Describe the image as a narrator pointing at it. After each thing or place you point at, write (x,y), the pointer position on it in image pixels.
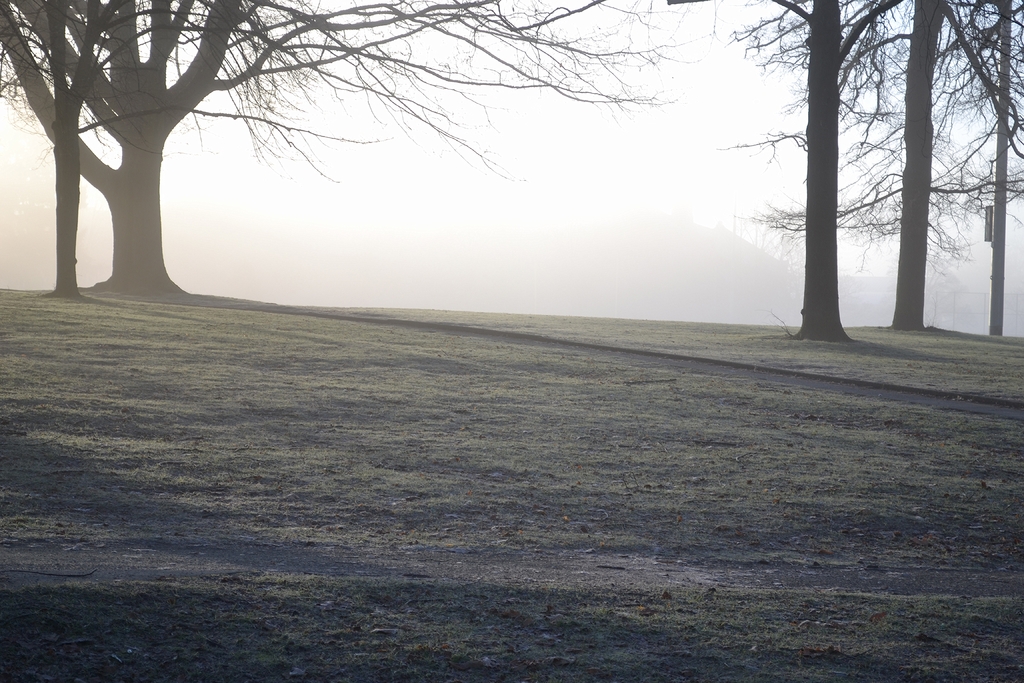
In this image, we can see trees (158,40) and at the bottom (418,496), there is ground (475,476). At the top (666,60), there is sky (693,72).
